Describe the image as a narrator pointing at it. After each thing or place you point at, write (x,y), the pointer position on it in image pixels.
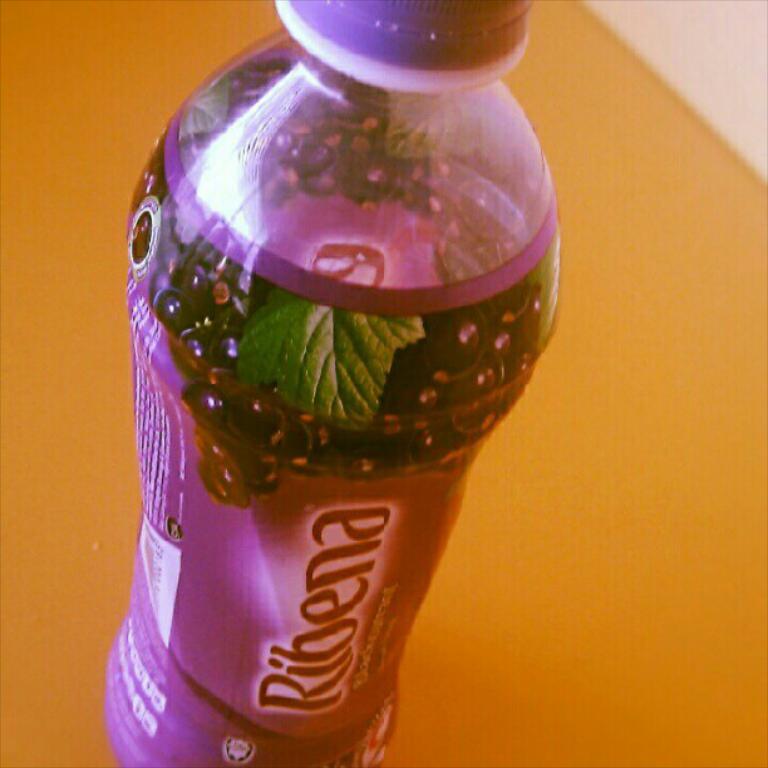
Here we can see a bottle (338,202) and some drink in it, and here is the label (308,640).
